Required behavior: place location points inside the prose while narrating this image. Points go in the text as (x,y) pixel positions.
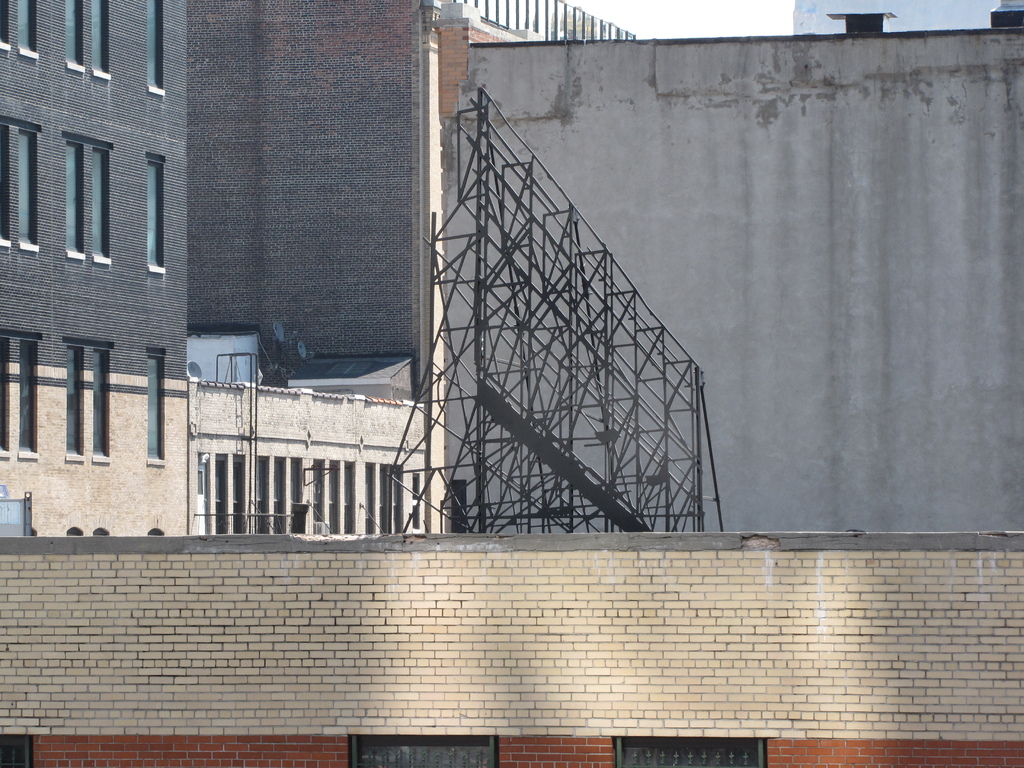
At the bottom of the picture (330,549) there is a brick wall (563,627). In the center of the picture (475,462) there are buildings (349,370), iron frames (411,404), pipes (231,354), windows (237,483) and other objects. At the top (667,18) it is sky (685,25).
